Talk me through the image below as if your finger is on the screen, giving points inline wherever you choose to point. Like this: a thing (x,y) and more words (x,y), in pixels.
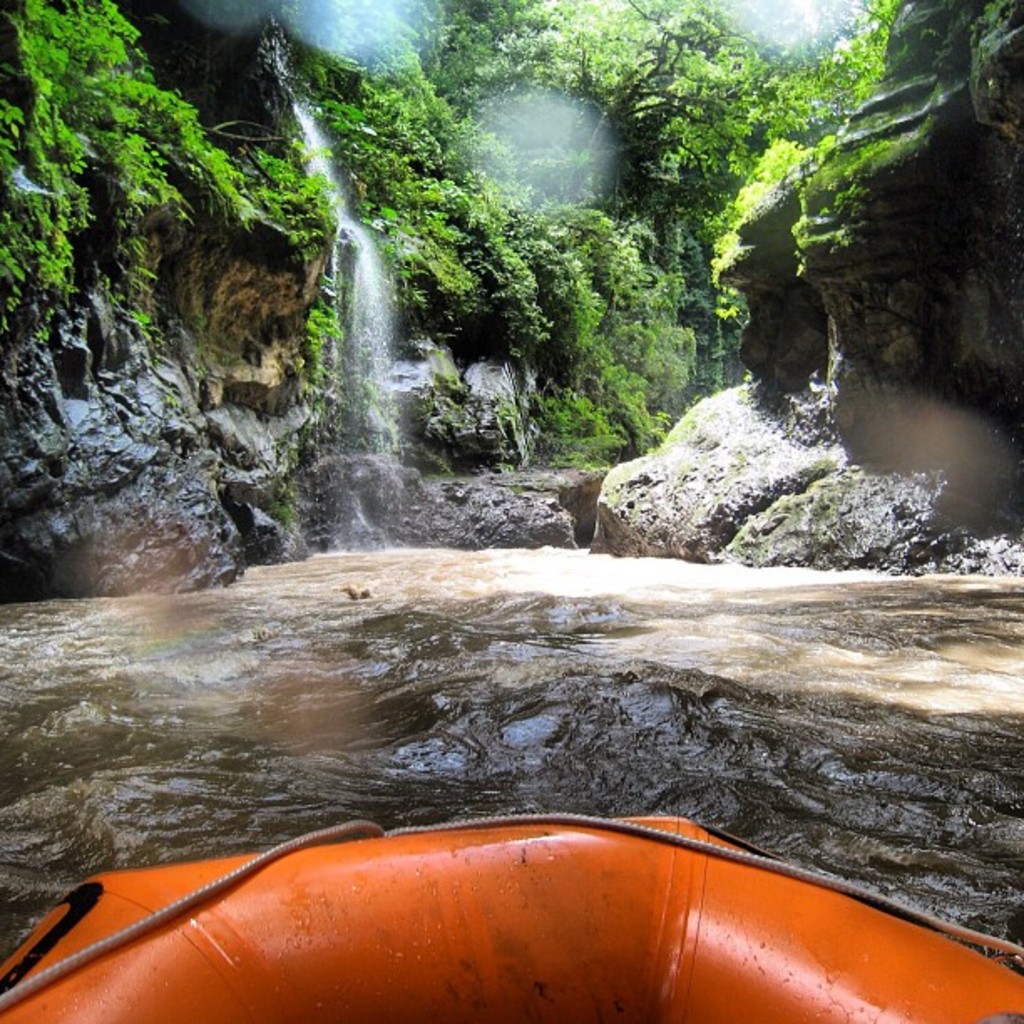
In this image we can see waterfall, water (452,715), hills (481,420), trees (381,90) and a boat (286,888).
